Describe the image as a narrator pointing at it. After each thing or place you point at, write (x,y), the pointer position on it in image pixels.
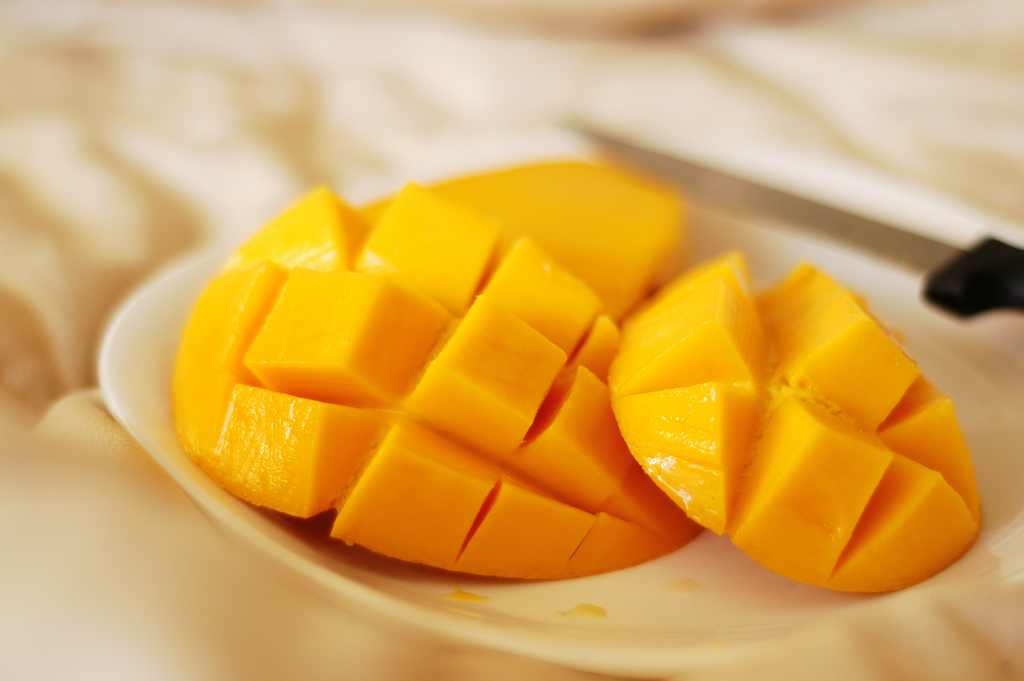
In this picture we can see food (602,518) in the plate (795,612) and in the background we can see it is blurry.
